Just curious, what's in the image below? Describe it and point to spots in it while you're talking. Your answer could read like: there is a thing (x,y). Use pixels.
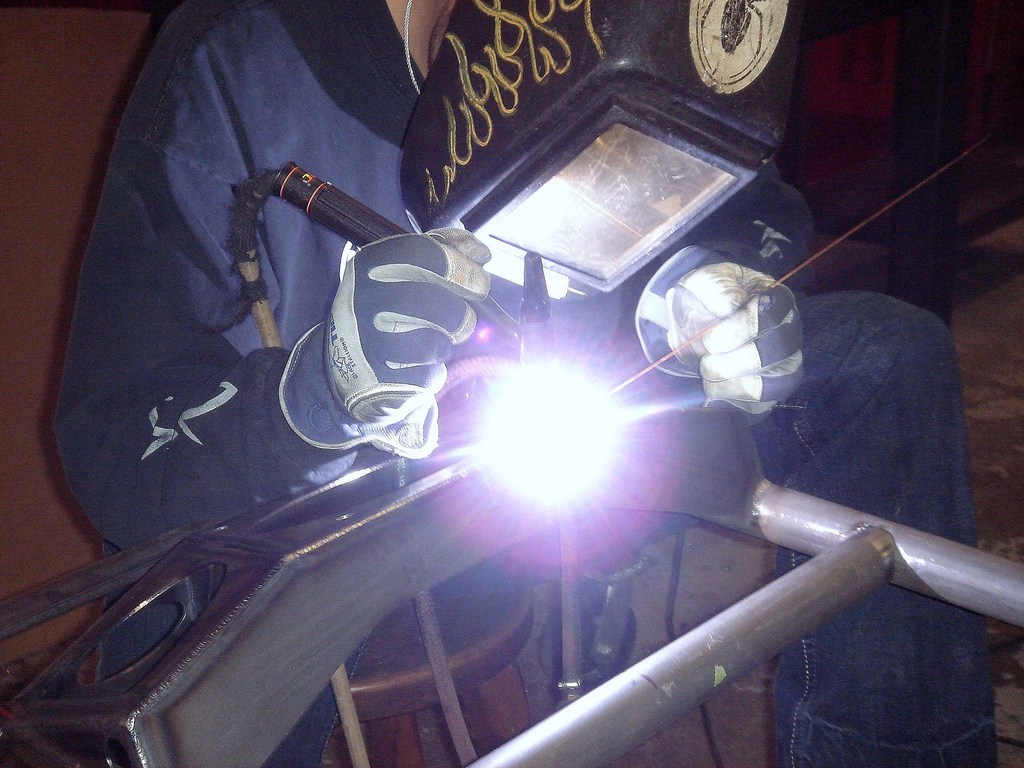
The picture consists of a person (213,121) welding an iron frame (460,490). The person (509,219) is wearing a helmet (598,152). At the bottom (427,675) there is a stool (427,675). In the background (57,138) it is wall (61,62).
